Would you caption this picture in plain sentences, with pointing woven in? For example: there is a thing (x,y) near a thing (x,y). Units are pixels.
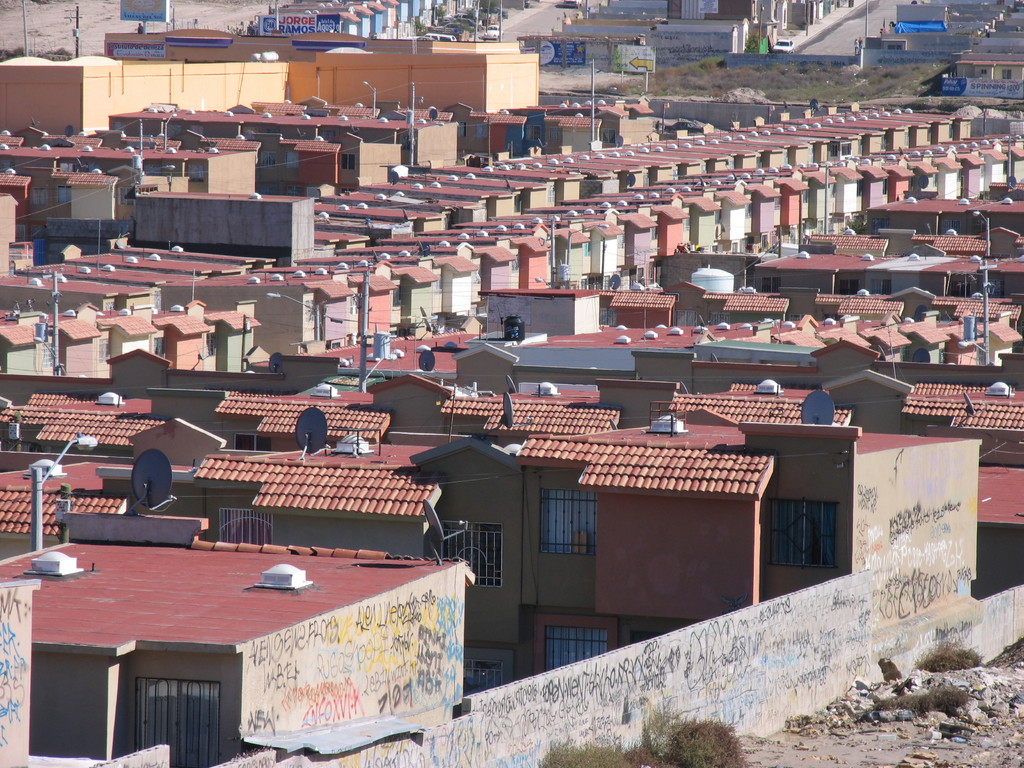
In this image we can see many buildings (326,360) with windows (824,518). On the walls (398,604) of the building (347,611) there is text (295,660). And there is a compound wall (730,663). Also we can see dish antennas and light poles (54,324).
